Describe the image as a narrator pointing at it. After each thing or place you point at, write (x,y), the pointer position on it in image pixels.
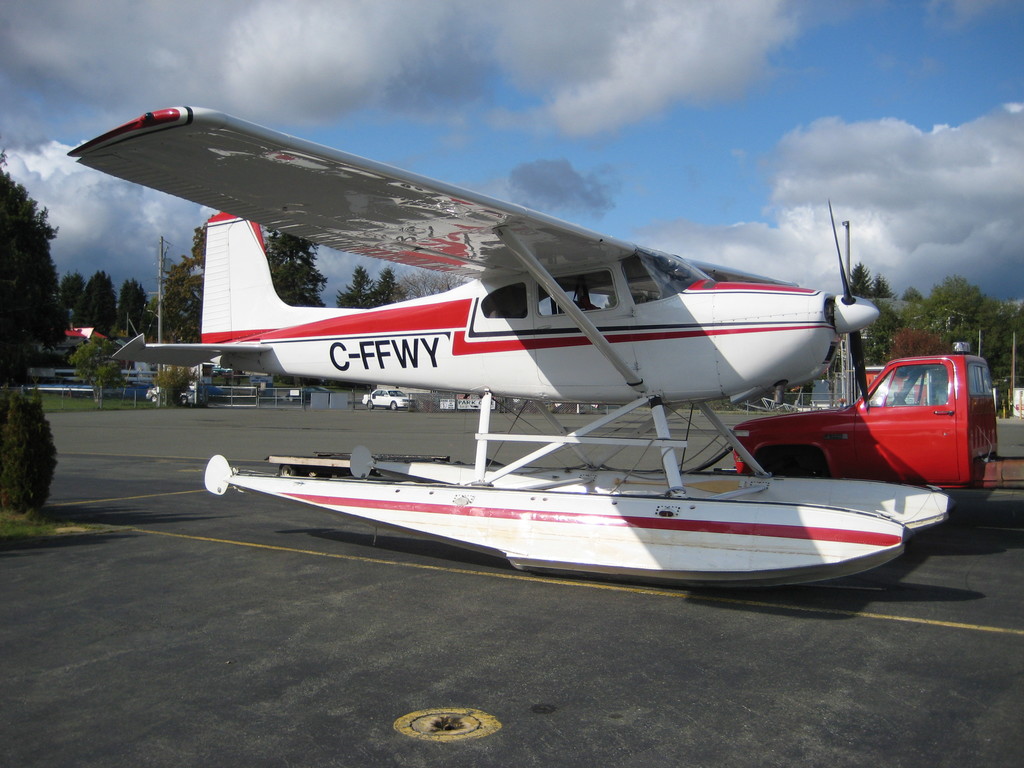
In this image we can see an airplane (426,263) and few vehicles (887,422) on the road (380,563), there are few trees (126,334), poles (163,257), railing (253,399) and the sky (529,65) with clouds (163,89) in the background (959,242).
